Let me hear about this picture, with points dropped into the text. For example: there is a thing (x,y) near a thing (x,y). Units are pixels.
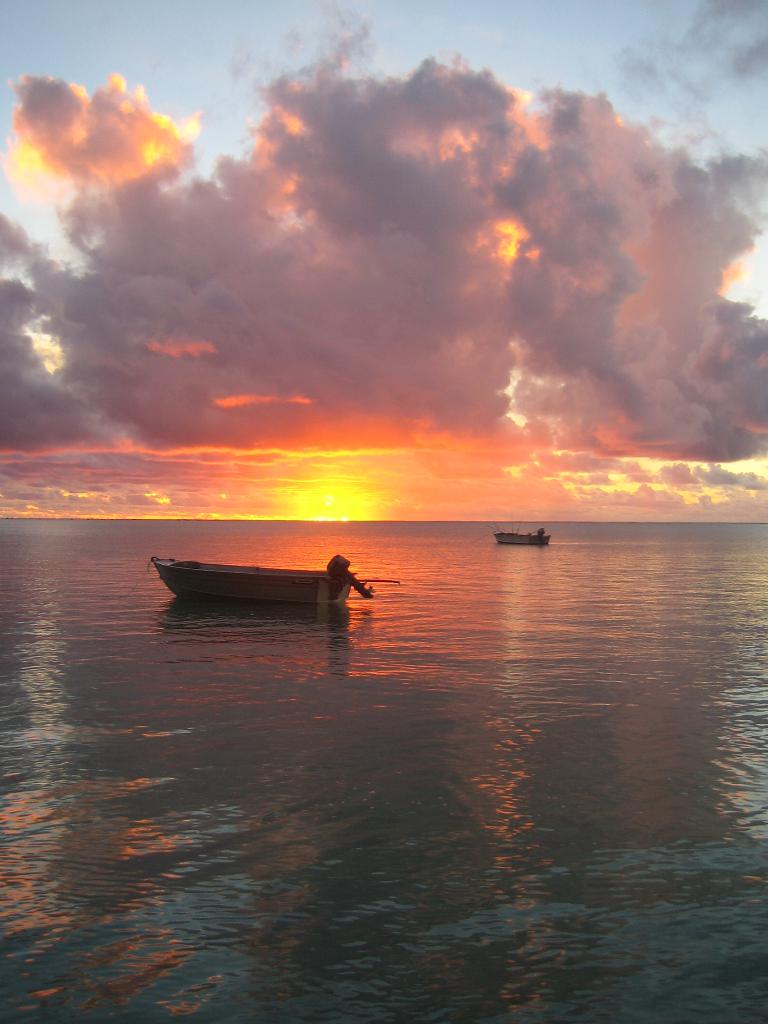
In this picture there are two boats (233,568) on the water (69,669) and it seems to be the view of sunset.
